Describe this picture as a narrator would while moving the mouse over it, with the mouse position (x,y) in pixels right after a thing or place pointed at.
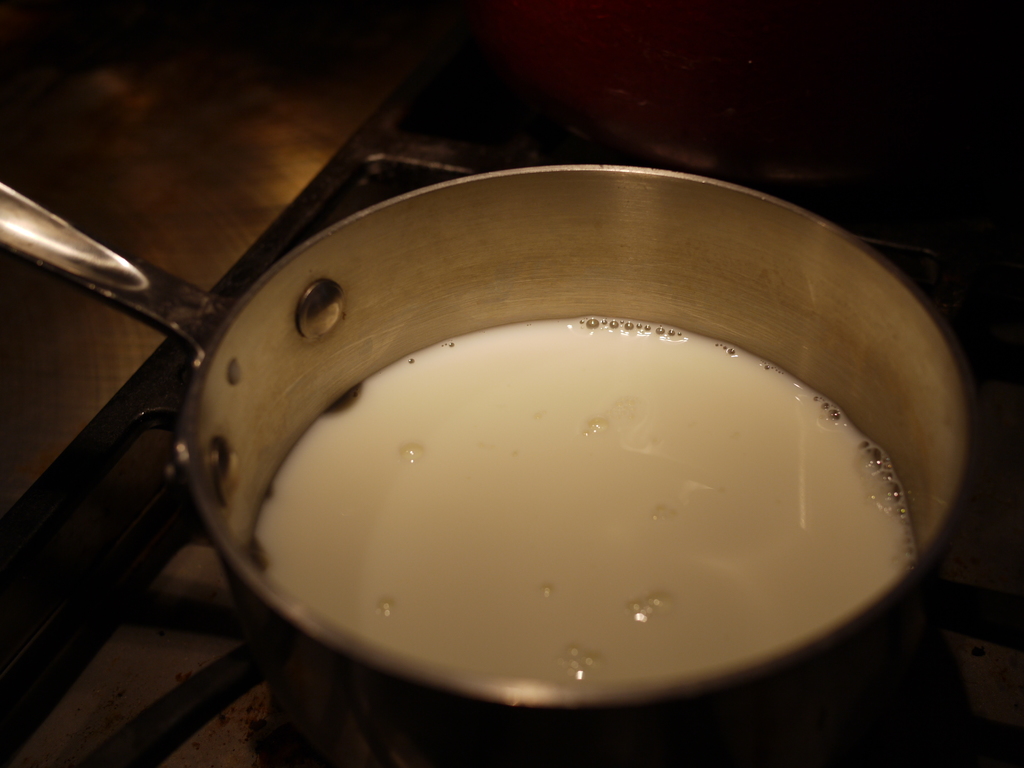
In this picture we can see a milk (772,491) on a cooking pan (361,717). This cooking pan (232,481) is on the grill (153,416). We can see a cooking vessel (695,100) on the grill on top of the image (729,138).
